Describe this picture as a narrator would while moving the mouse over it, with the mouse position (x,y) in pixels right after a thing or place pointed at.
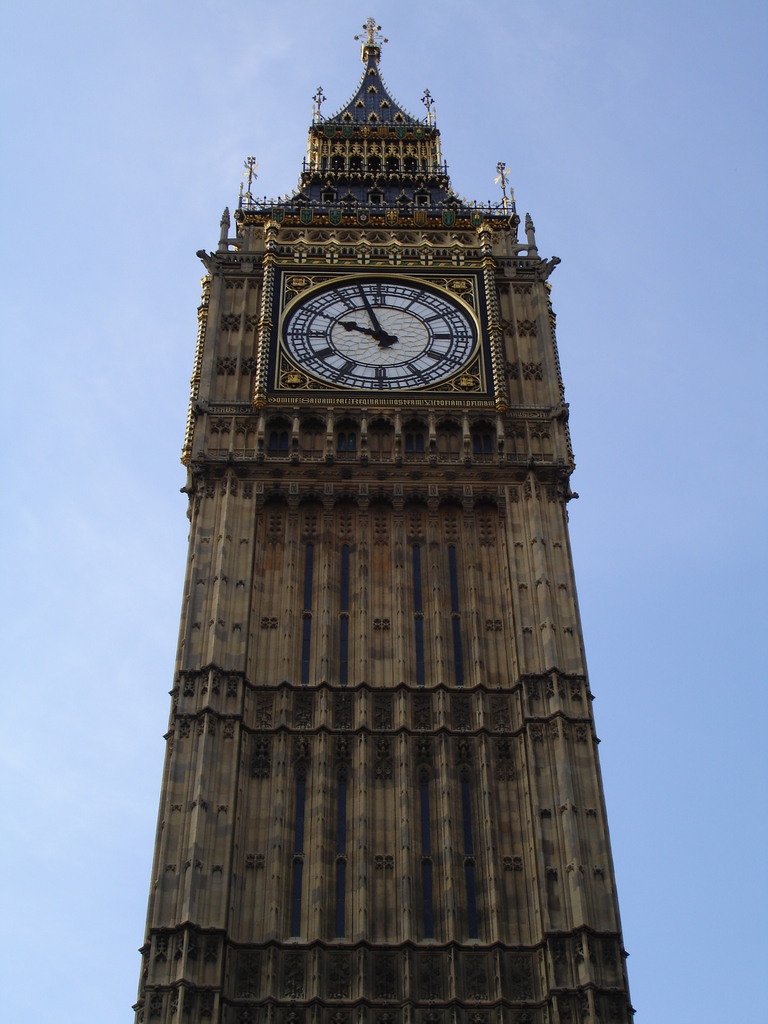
In this picture we can see a clock tower (294,530). At the top of the picture (468,67) we can see a clear blue sky (305,27).
